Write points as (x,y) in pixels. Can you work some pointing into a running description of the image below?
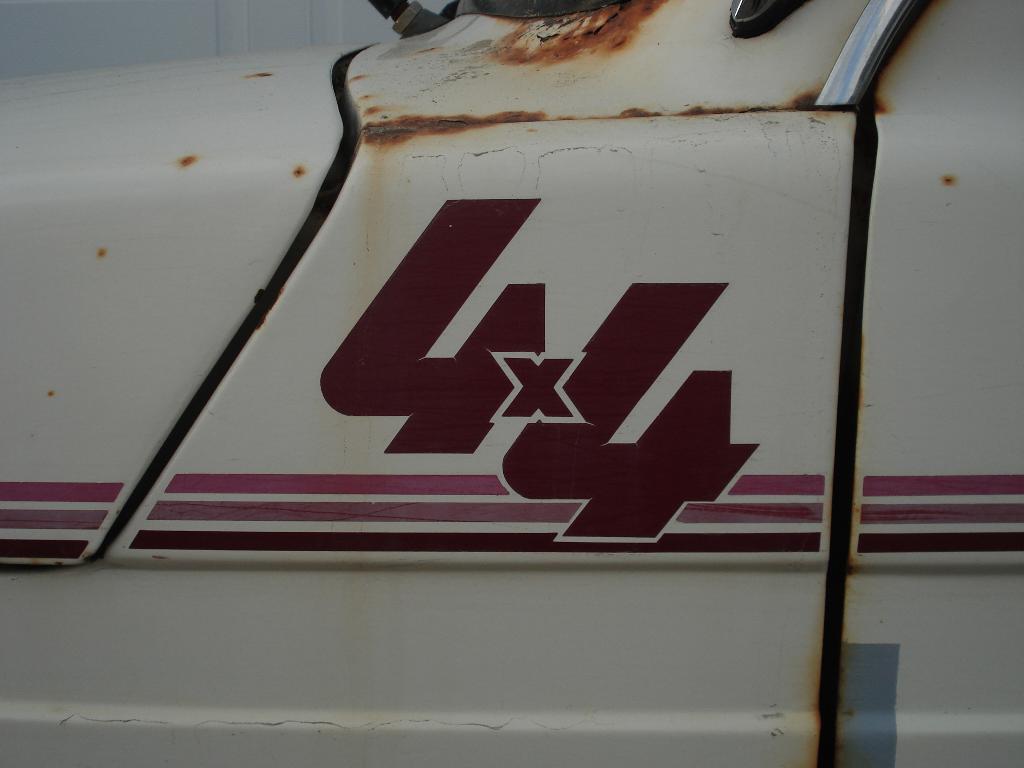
In this image we can see a motor vehicle (676,378).
